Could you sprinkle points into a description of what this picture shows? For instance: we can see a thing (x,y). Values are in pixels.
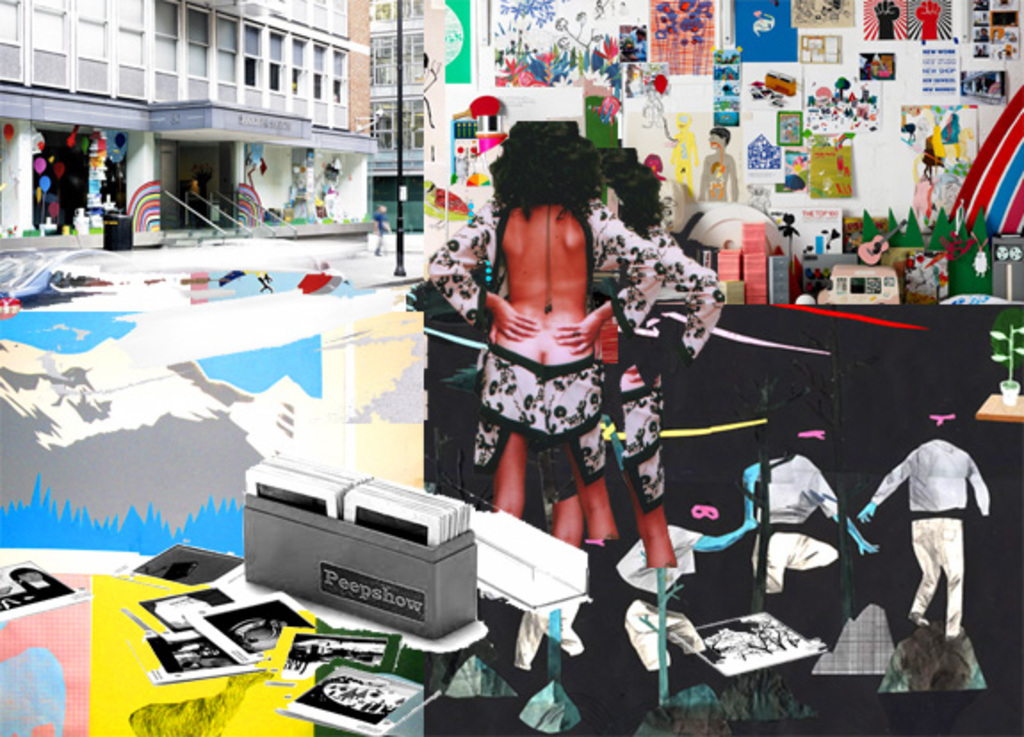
This is an edited picture. I can see few people (638,232) standing, there are buildings (361,44), there are posters (832,18) attached to the wall (865,191) and there are some other objects (179,726).
